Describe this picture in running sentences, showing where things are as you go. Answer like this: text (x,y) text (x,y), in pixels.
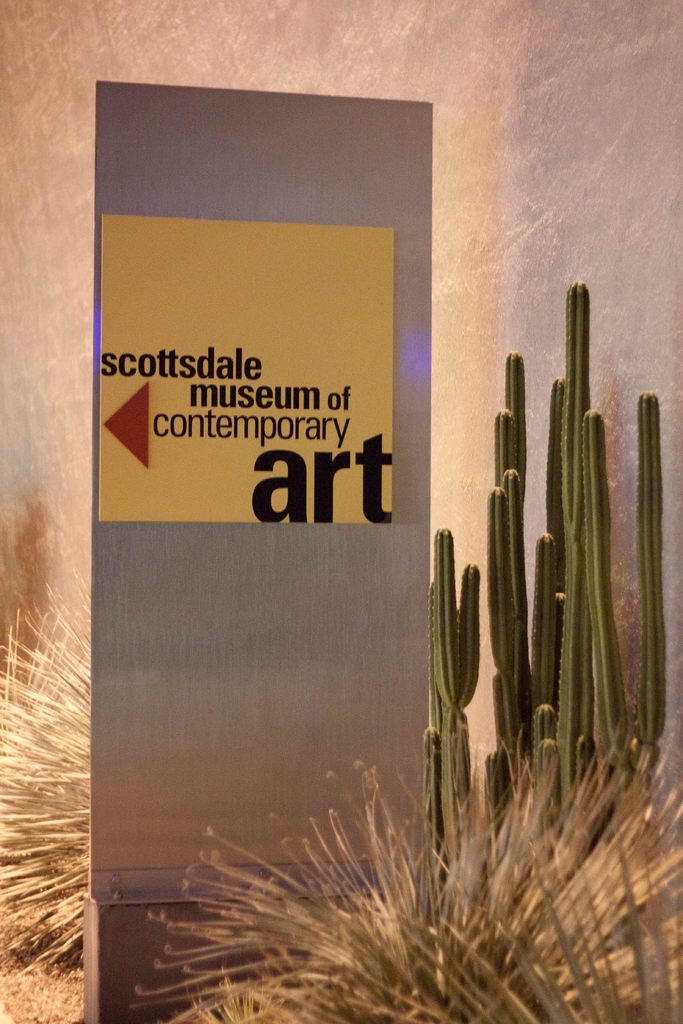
In this image I see a silver color thing (240,537) on which there is something written over here and I see the cactus (558,571) over here and I see few other plants (271,891).
